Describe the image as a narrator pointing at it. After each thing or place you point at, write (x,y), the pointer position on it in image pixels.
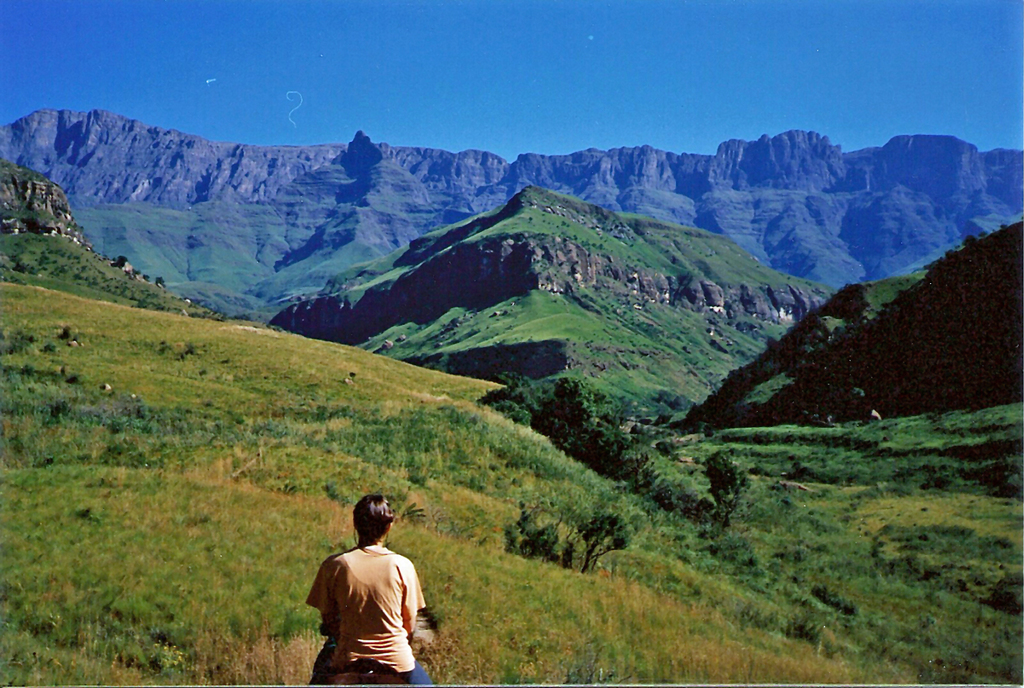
In this image we can see sky (506,74), hills (501,198), trees (716,482), plants (666,454), grass (301,620) and a person (352,605).
